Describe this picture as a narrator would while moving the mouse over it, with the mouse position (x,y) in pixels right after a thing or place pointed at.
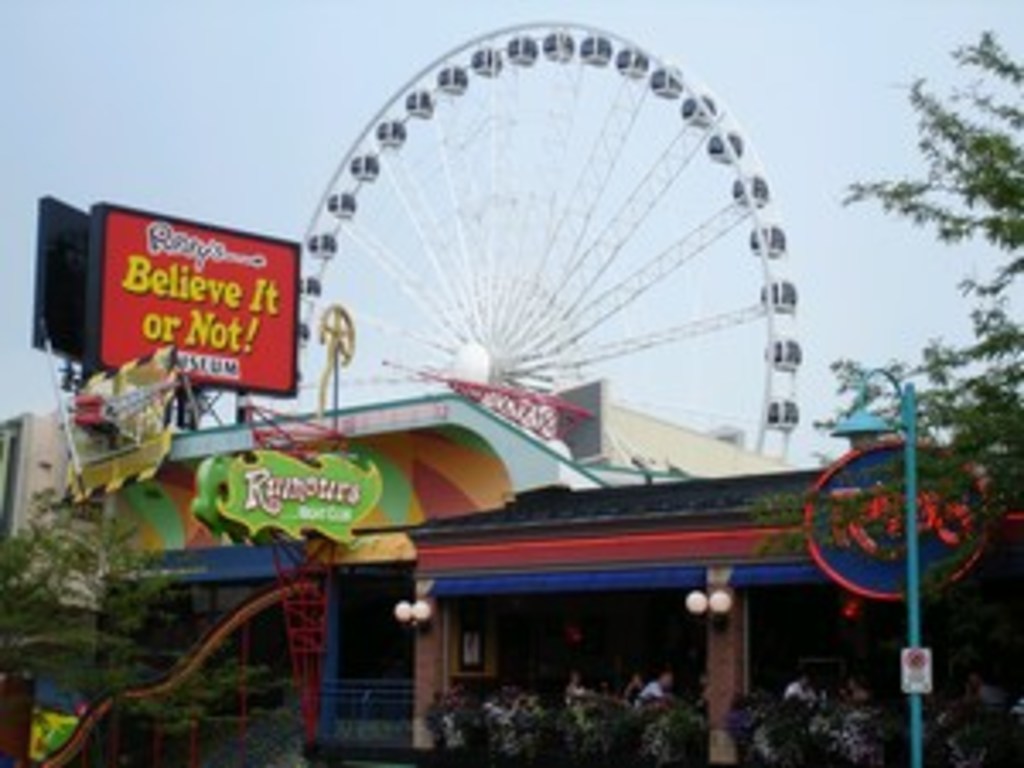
In this picture we can see few trees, hoardings (128,288) and a pole (914,537), and also we can find houses (619,543) and a giant wheel (609,257).
